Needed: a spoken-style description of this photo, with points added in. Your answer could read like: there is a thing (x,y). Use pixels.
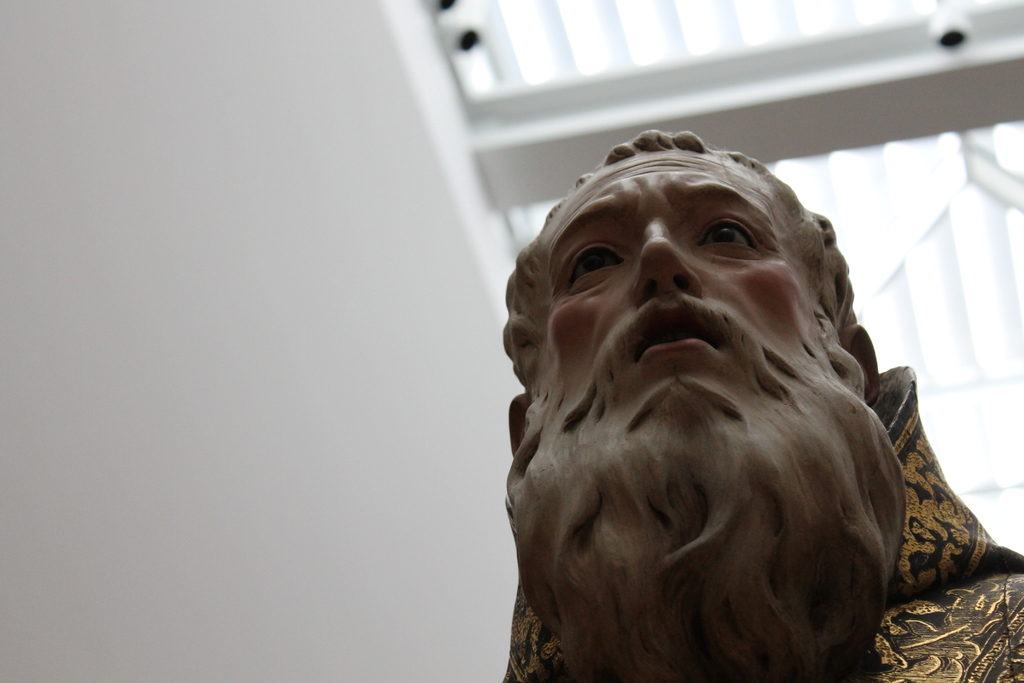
In front of the picture, we see the statue (854,397) of the man (896,604). On the left side (309,258), we see a white wall (335,403). At the top (411,70), we see the CCTV cameras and the roof (860,130) of the building (924,212) in white color.
